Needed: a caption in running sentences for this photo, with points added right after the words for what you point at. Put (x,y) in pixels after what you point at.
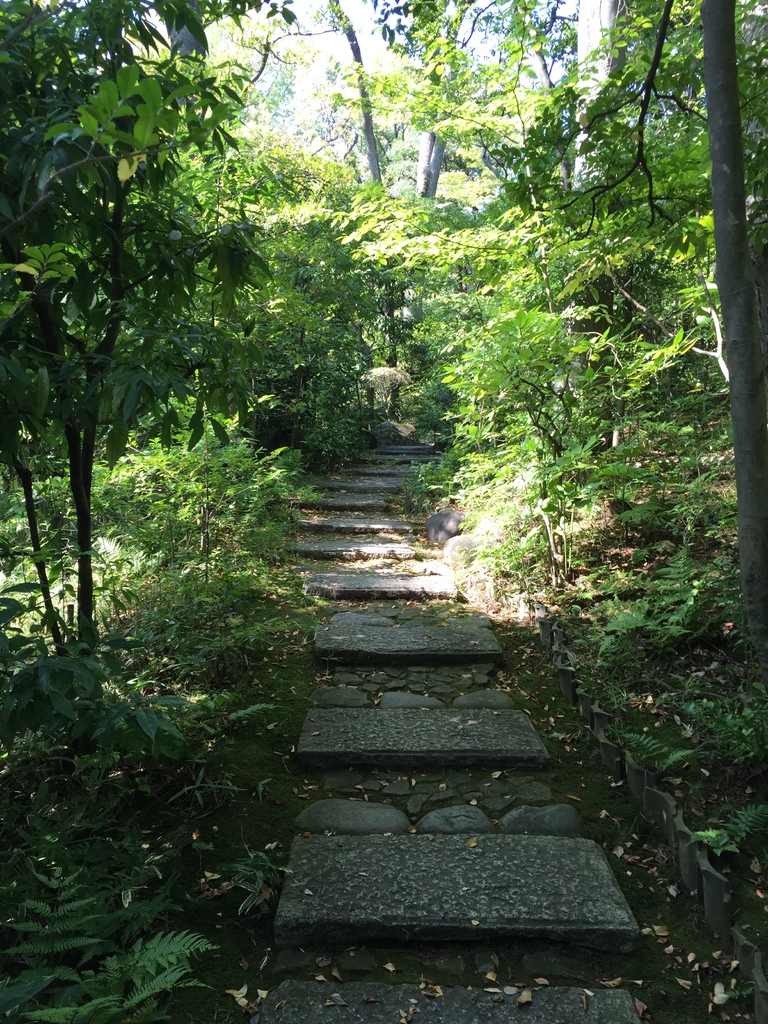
In this picture we can see a walking area (555,1013) in the center of the image (377,632) and around there are many plants (8,754) and trees (346,383).
